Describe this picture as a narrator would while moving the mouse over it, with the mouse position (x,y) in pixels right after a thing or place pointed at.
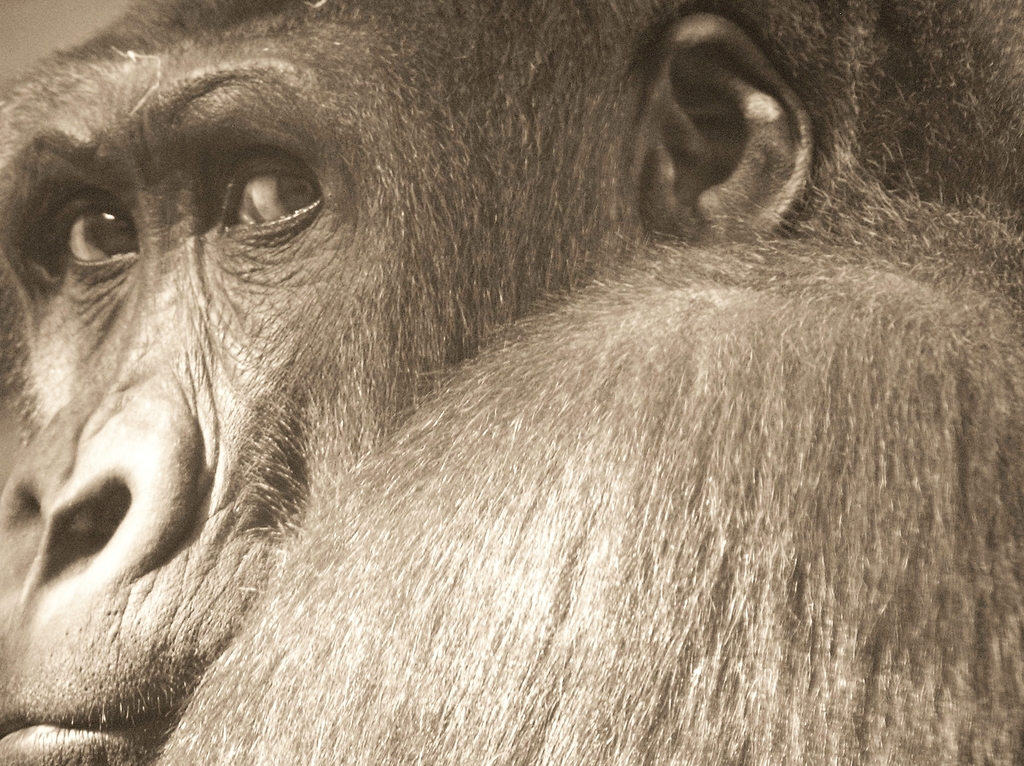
In this image there is a gorilla (477,391).
